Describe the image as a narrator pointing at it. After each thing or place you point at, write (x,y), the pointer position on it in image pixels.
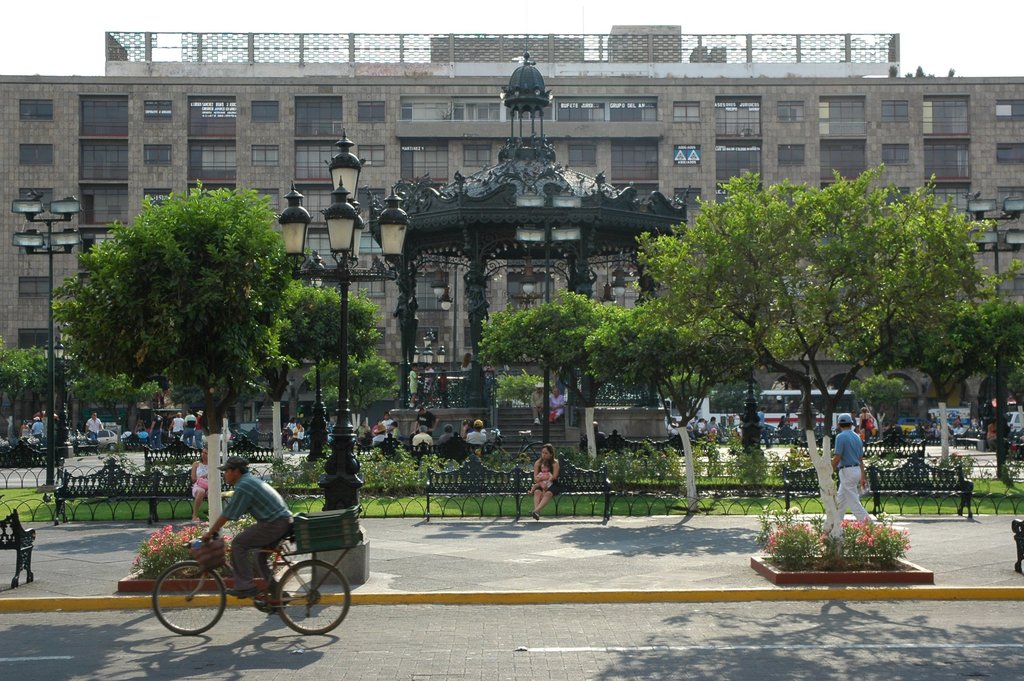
In the left bottom (314,568), a person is riding a bicycle (274,543). In the right bottom (857,485), a person (839,474) is walking on the road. In the middle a woman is sitting on the bench (572,478) with a baby (548,482) in her hand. Both side of the image middle, there are trees (750,289) visible. In the background (143,98), a building (742,98) is visible. On the top (99,15), a sky (315,15) white in color is there. In the middle (375,430), there are group of people (196,445) sitting on the bench (586,484) and some are walking on the road (90,453) and there are cars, buses (773,411) moving on the road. This image is taken during day time on the road (590,611).
